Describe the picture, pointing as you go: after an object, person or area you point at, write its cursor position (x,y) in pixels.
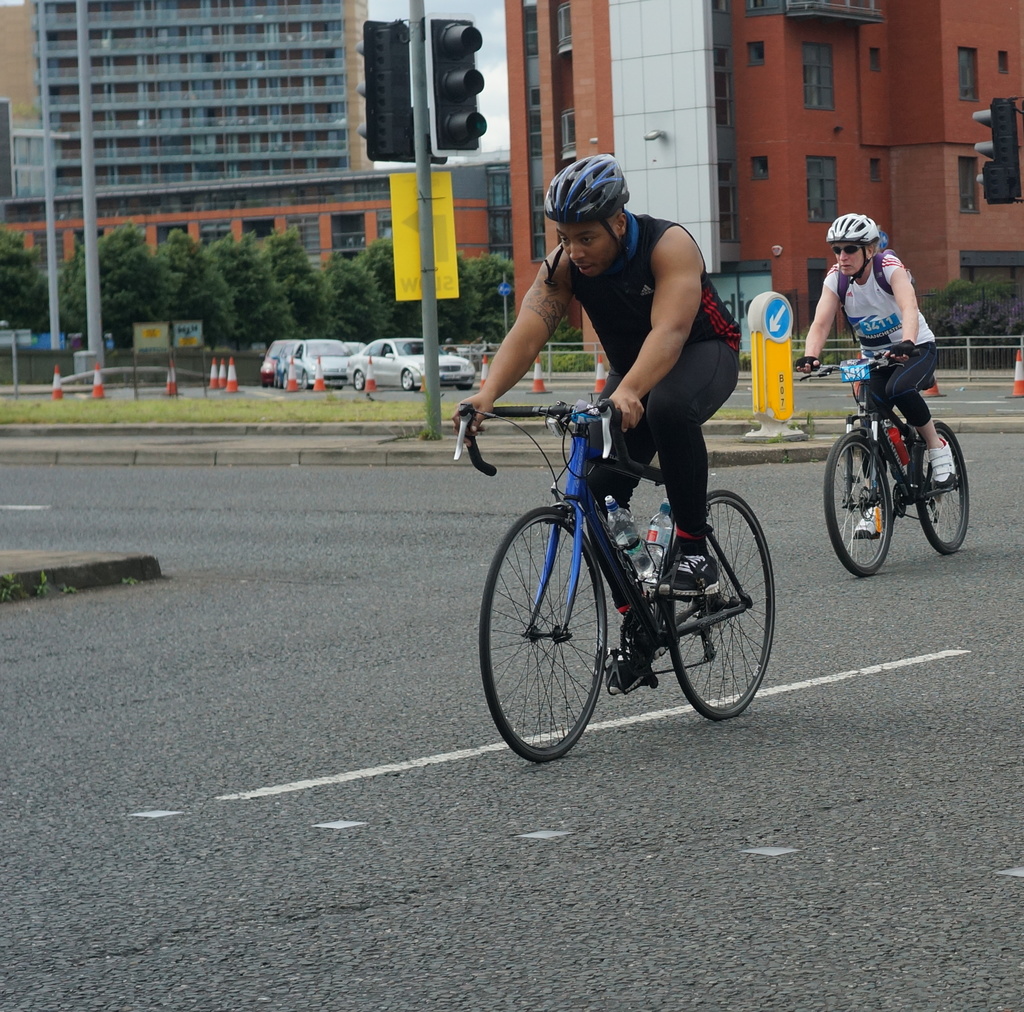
In this picture we can see two people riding bicycles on the road (762,754), beside this road (500,769) we can see a footpath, traffic signals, sign boards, traffic cones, fence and name boards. In the background (939,205) we can see buildings (949,236), trees (942,308), sky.
